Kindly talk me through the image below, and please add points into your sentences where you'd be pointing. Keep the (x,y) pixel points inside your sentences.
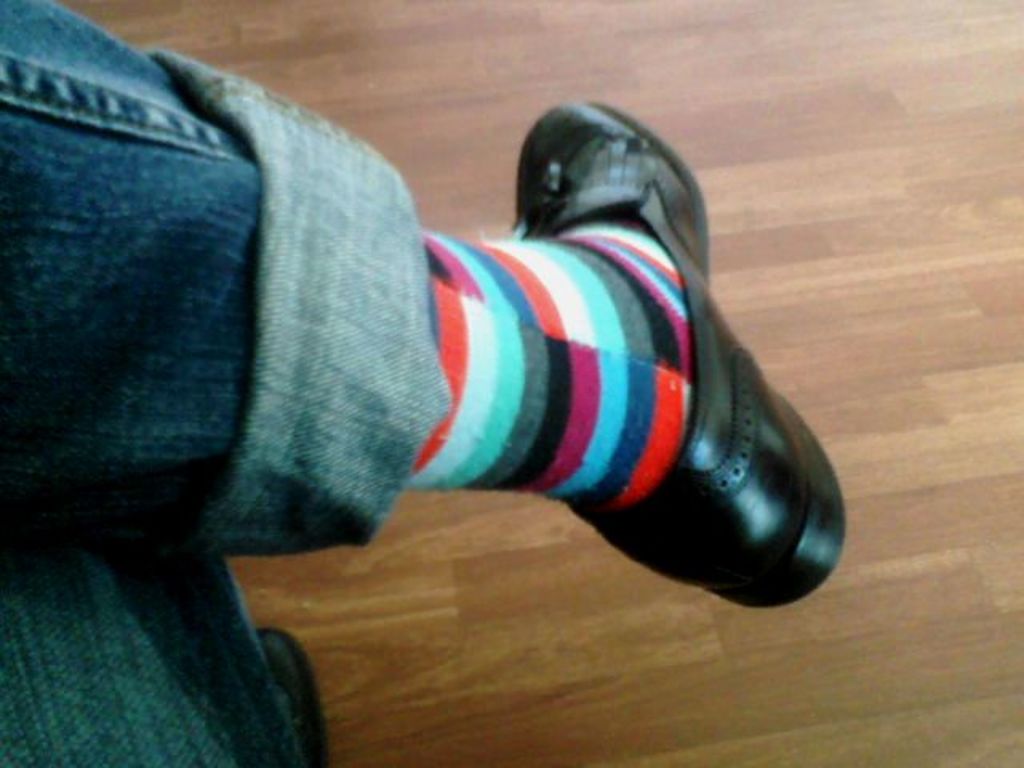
In this picture I can see a person's legs (331,373) and I can see the floor (755,48).
